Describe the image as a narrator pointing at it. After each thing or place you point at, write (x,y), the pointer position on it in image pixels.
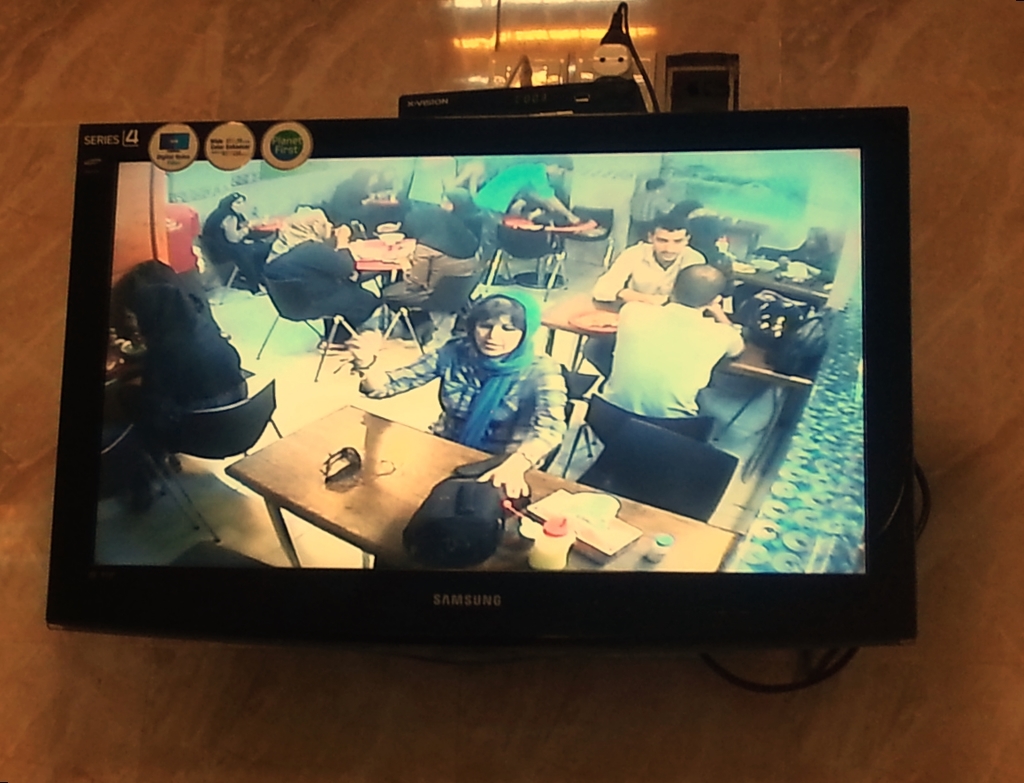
This picture consists of led-backlit lcd display (376,122) in the image.
